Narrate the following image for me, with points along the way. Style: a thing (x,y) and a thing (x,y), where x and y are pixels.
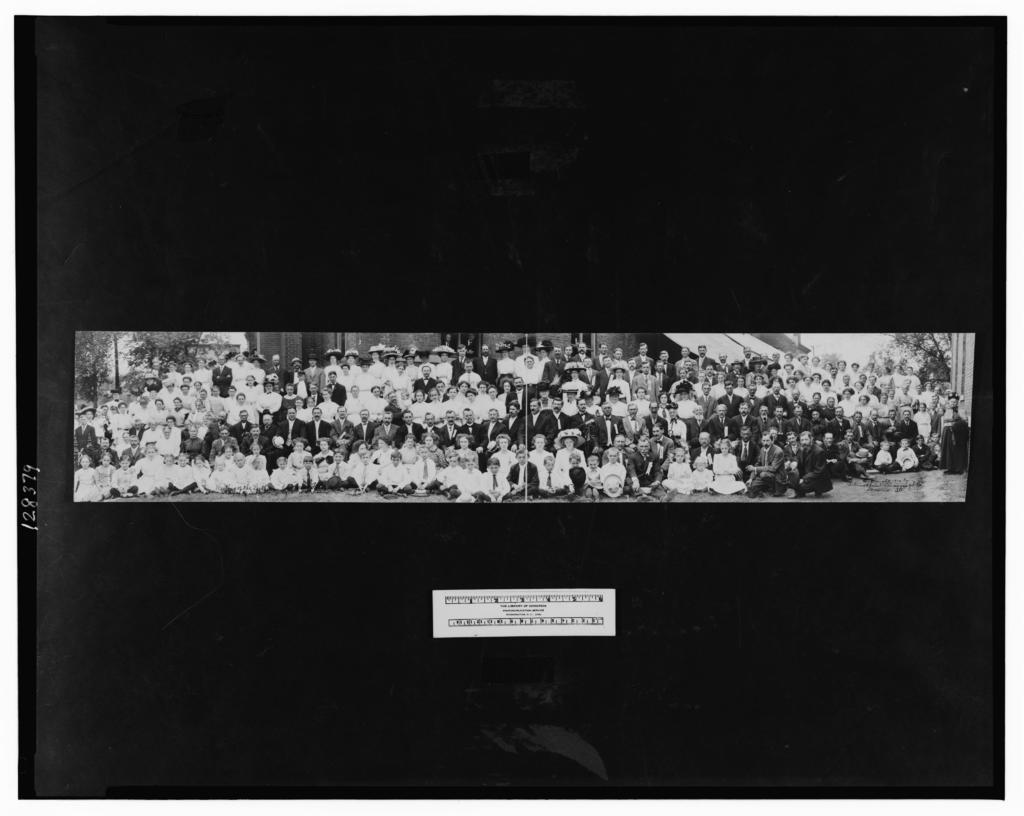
In this image we can see a black and white picture of many people (624,395), some of them are sitting and some of them are standing, there are few trees (931,359) and the sky (127,345) in the background (874,345).
